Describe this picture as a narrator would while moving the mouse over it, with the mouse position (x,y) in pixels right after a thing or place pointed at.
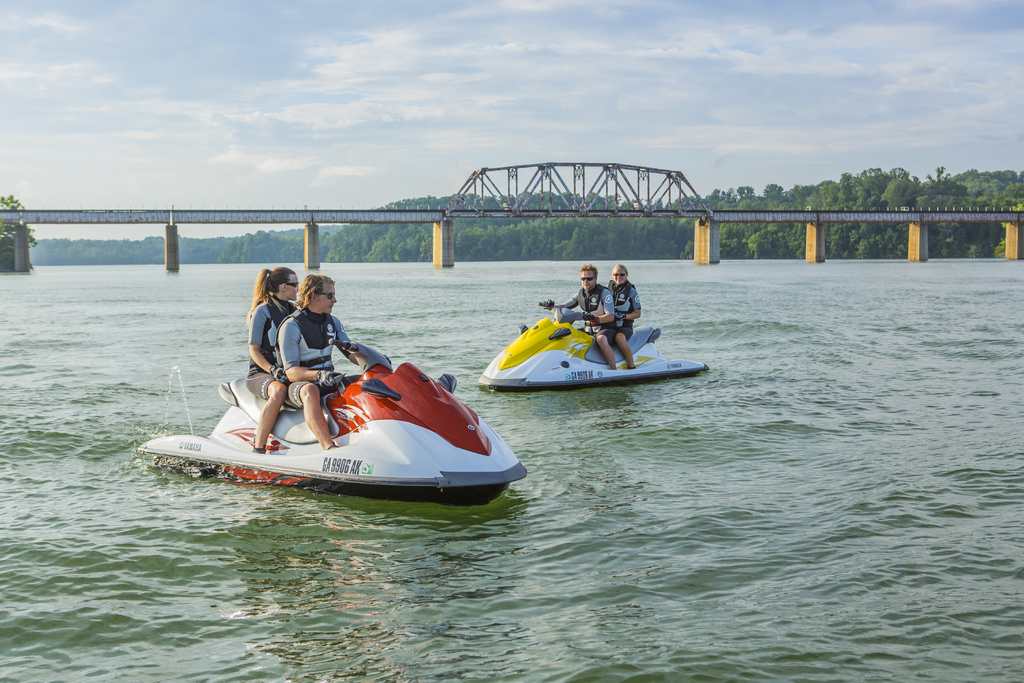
In this image there are people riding jet skis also there is a bridge (572,215) and trees (976,197) at the back (1015,197).
